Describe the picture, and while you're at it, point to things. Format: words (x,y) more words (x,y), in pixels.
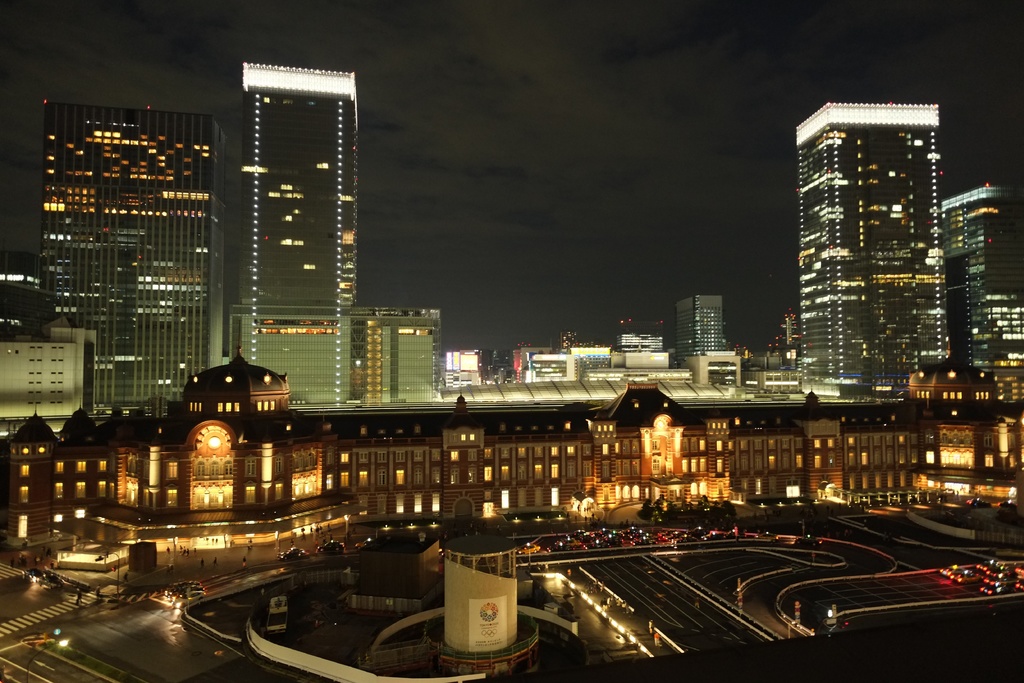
In this image I can see number of vehicles (1001,592) on these roads (40,620). In the background (175,499) I can see number of buildings (534,380), the sky (628,213) and lights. I can also see a white colour board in the front (472,641) and on it I can see something is written.
